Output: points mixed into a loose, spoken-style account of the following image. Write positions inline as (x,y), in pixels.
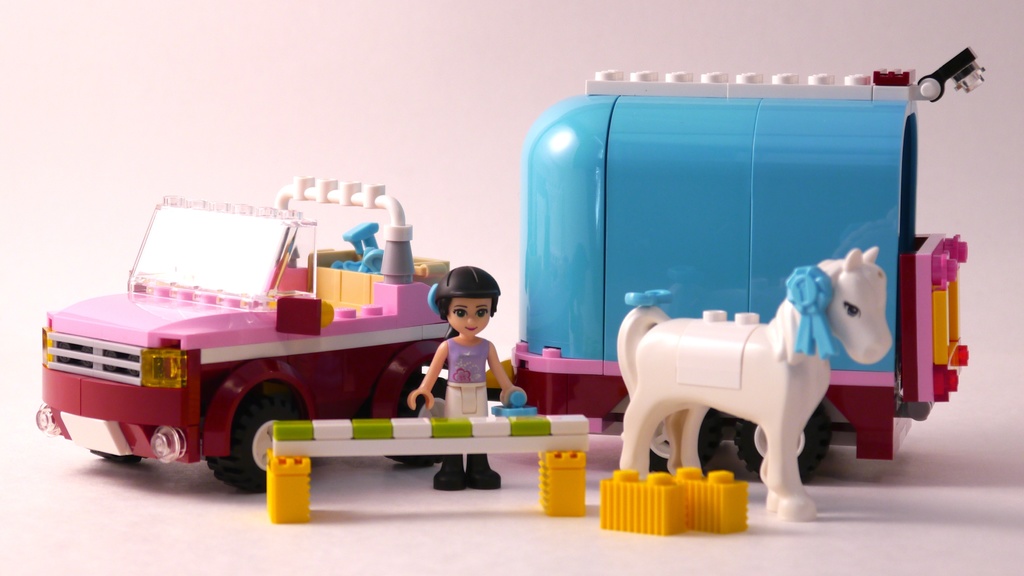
In this image there are some toys (620,293), and at the bottom (543,569) there is a floor (961,499).
